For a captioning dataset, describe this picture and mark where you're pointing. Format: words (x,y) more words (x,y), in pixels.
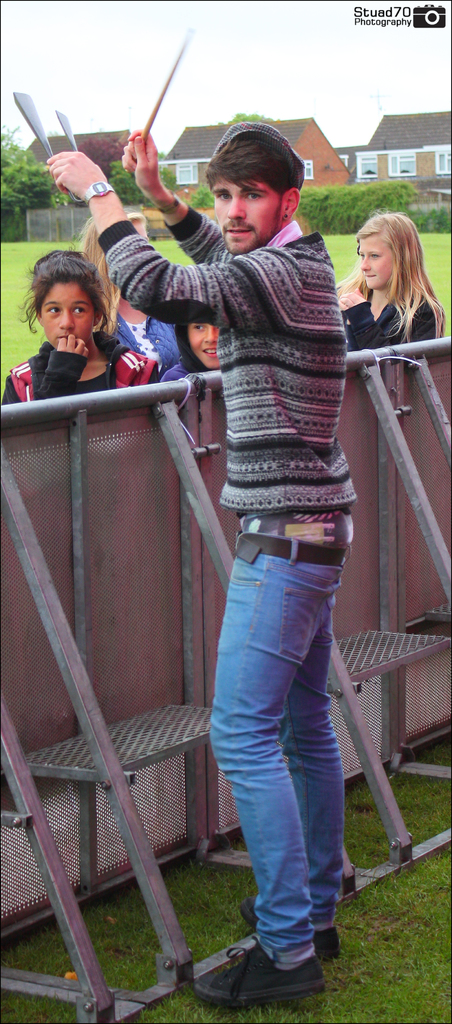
This picture is taken from outside of the city. In this image, in the middle (257,549), we can see a man (270,416) standing and holding some object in his hand (147,183) and the man (260,340) also standing in front of the metal rod (212,545). In the background (400,235), we can see a group of people (393,254), plants (28,201), trees (19,166), houses (428,161), window (404,174). At the top (282,39), we can see a sky (313,110), at the bottom (360,990), we can see a grass (360,990).
